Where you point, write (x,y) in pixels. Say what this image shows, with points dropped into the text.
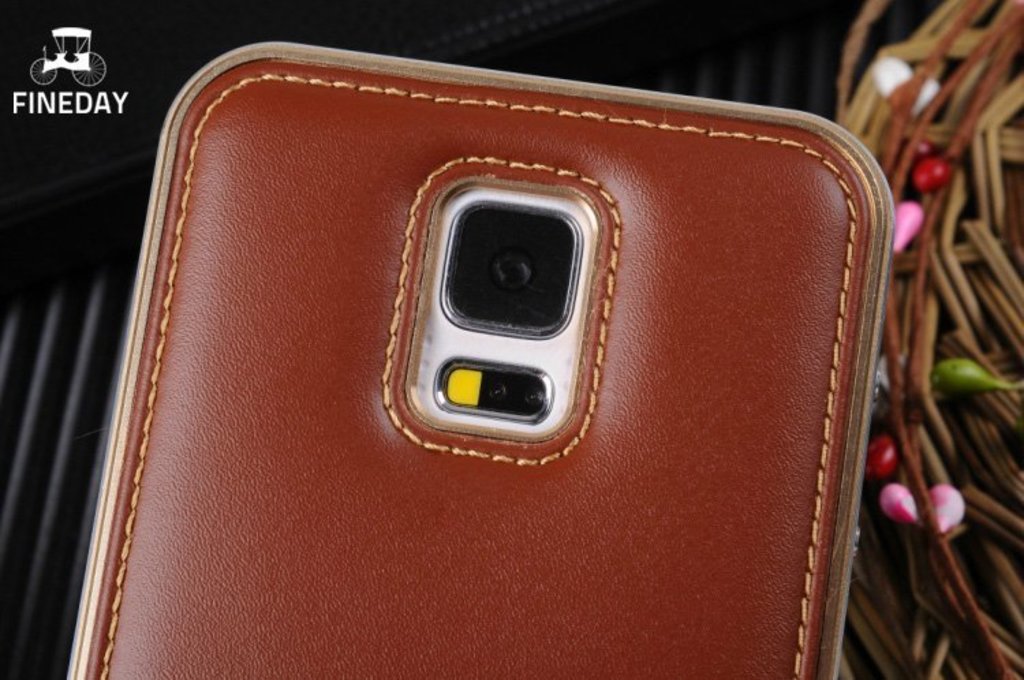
We can see the backside image of a mobile (468,320) with a case (402,284) to it. In the background (947,173) there is an object (947,341) on the right side (968,278) and at the top corner (68,27) on the left (75,110) we can see a logo (59,55) and text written on the image.
